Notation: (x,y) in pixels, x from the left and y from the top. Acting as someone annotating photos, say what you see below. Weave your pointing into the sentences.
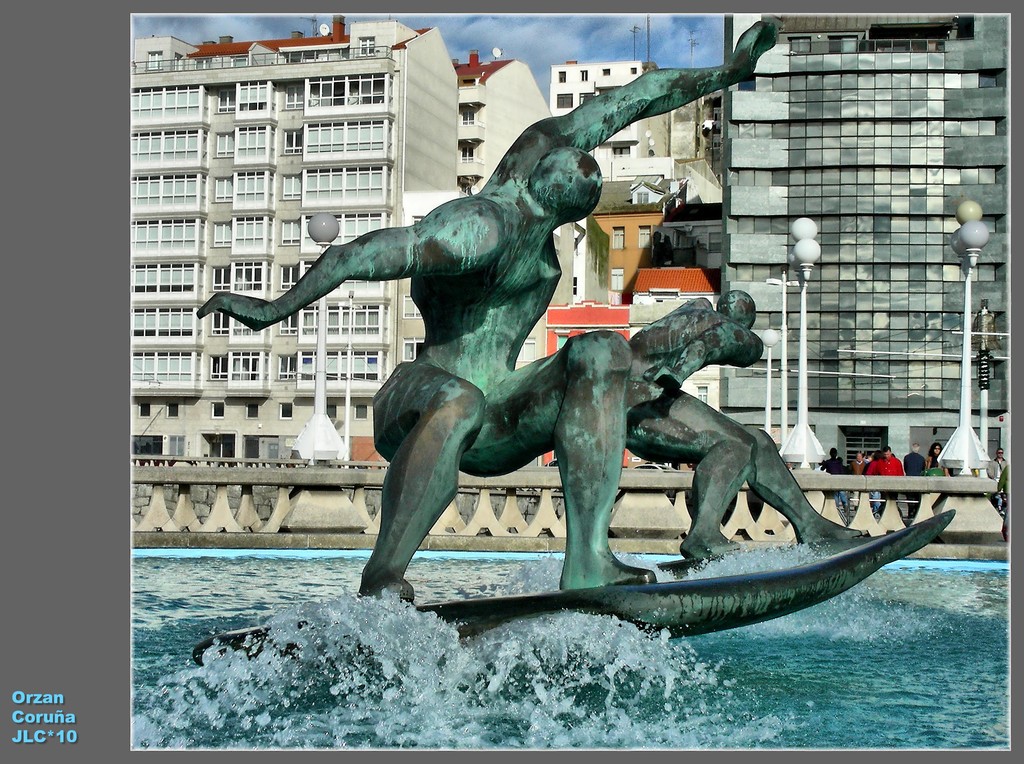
In this picture I can observe statues (560,588) in the middle of the picture (536,377). On the right side (869,453) I can observe some people (869,453) on the land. In the background (336,109) there are buildings (755,194) and sky (500,42). In the bottom of the picture (314,651) I can observe water (210,630).
